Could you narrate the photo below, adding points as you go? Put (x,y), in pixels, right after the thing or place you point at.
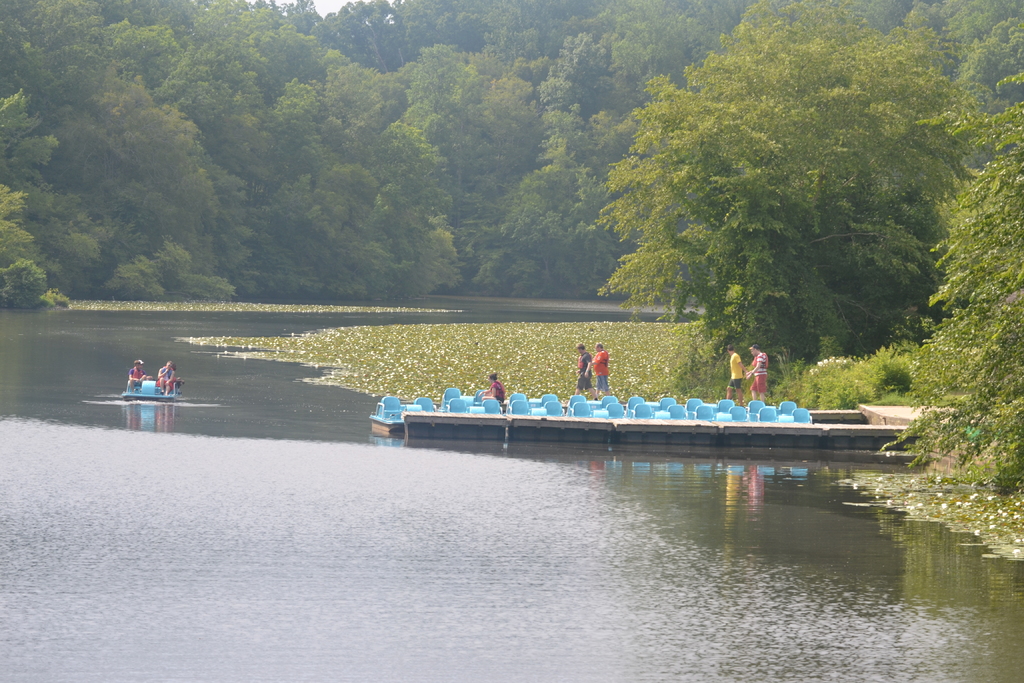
On the left side (170,378), there are two persons (158,381) in a boat (158,398). This boat (134,397) is on a water (144,405) of a river (144,405). On the right side (728,442), there are persons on a dock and there are trees (843,212) and plants (832,382) on a ground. In the background (522,255), there are trees (697,21), there are plants (402,352) in the water (351,316) and there is sky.
